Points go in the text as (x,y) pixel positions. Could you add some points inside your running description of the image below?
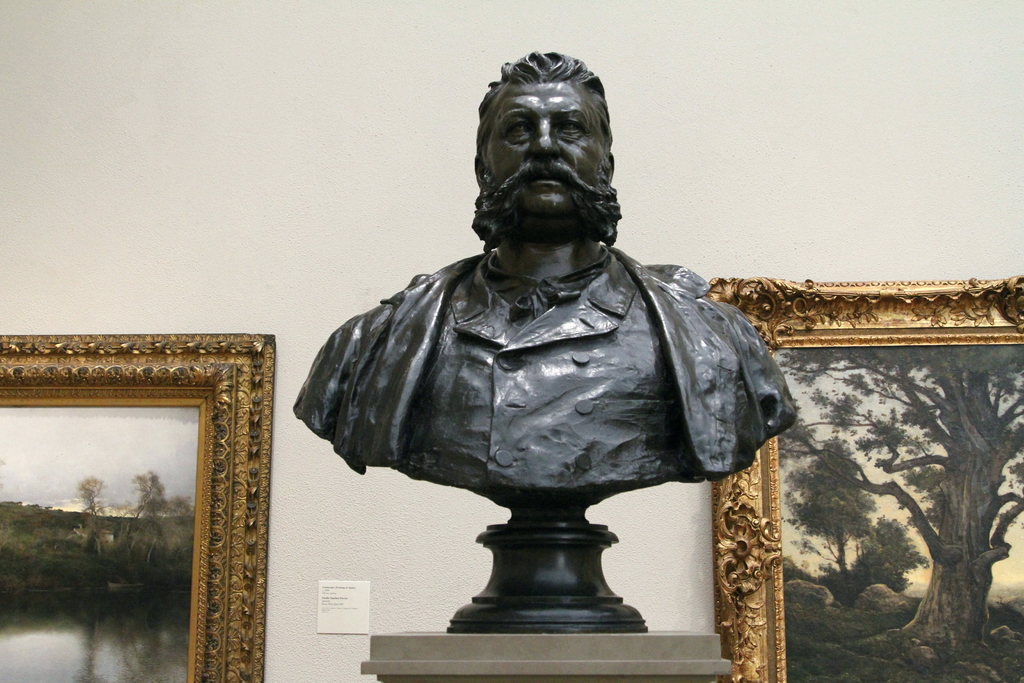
In this image we can see a sculpture (543,455) on the stand (505,634) and wall hangings (180,508) attached to the wall (219,262).
